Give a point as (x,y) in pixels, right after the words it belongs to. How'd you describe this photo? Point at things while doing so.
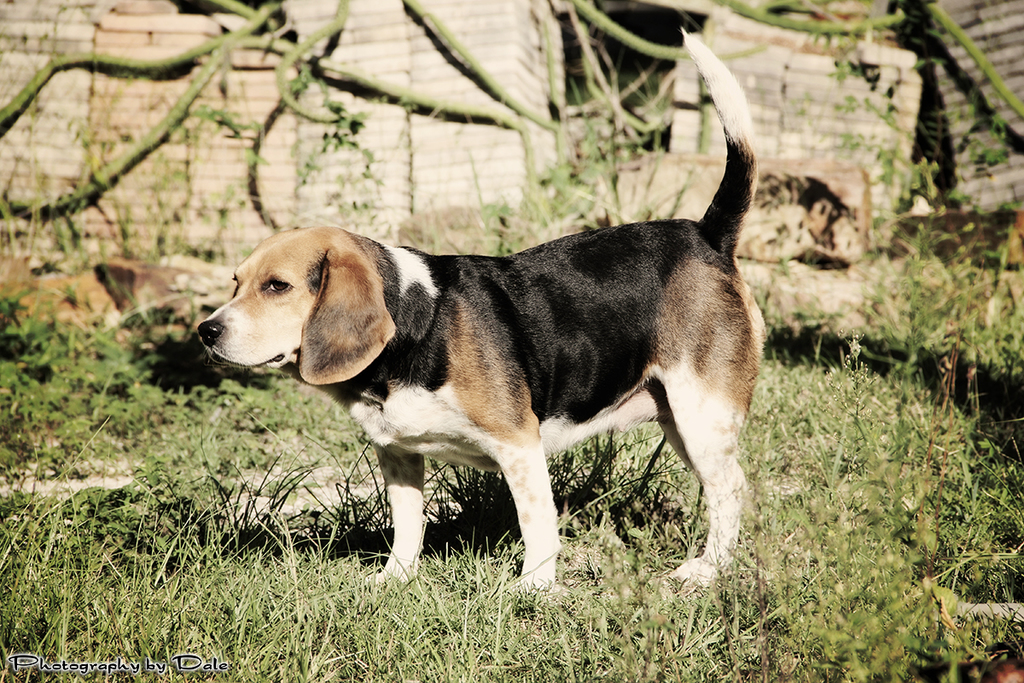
In this picture we can see a dog (455,330) is standing on the grass path (470,498) and behind the dog (517,380) it looks like a wall (389,139) and on the image there is a watermark (118,663).
